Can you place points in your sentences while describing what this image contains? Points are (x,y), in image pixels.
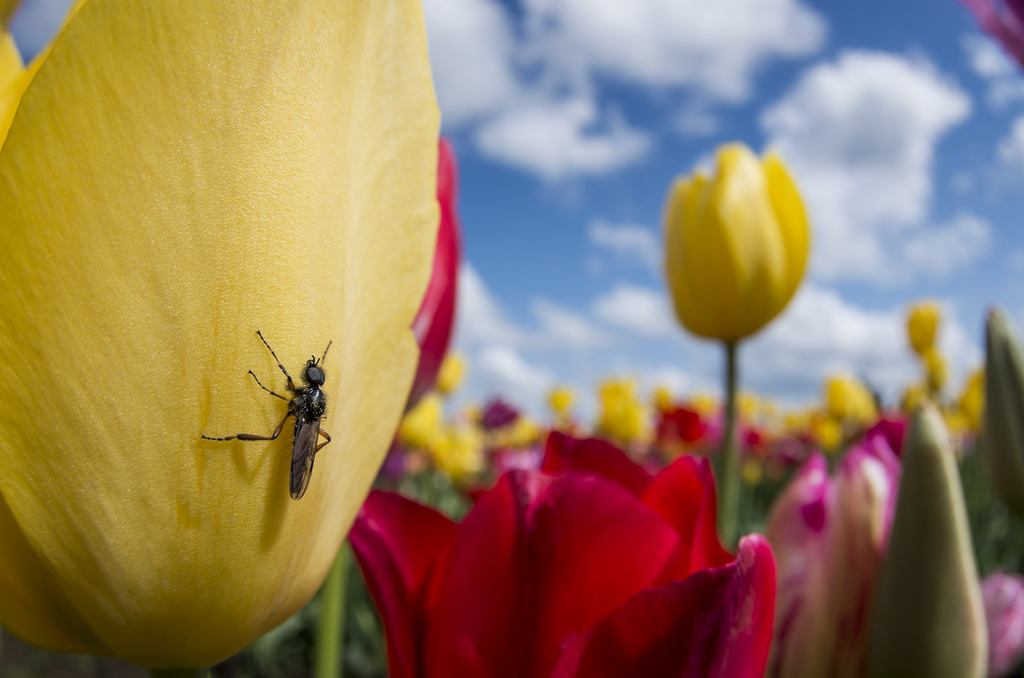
In this picture there is a bug (289,390) on the yellow flower (358,474). In the back (563,404) I can see many yellow and red flowers (601,395). At the top (612,95) I can see the sky (1003,195) and clouds (680,49).
